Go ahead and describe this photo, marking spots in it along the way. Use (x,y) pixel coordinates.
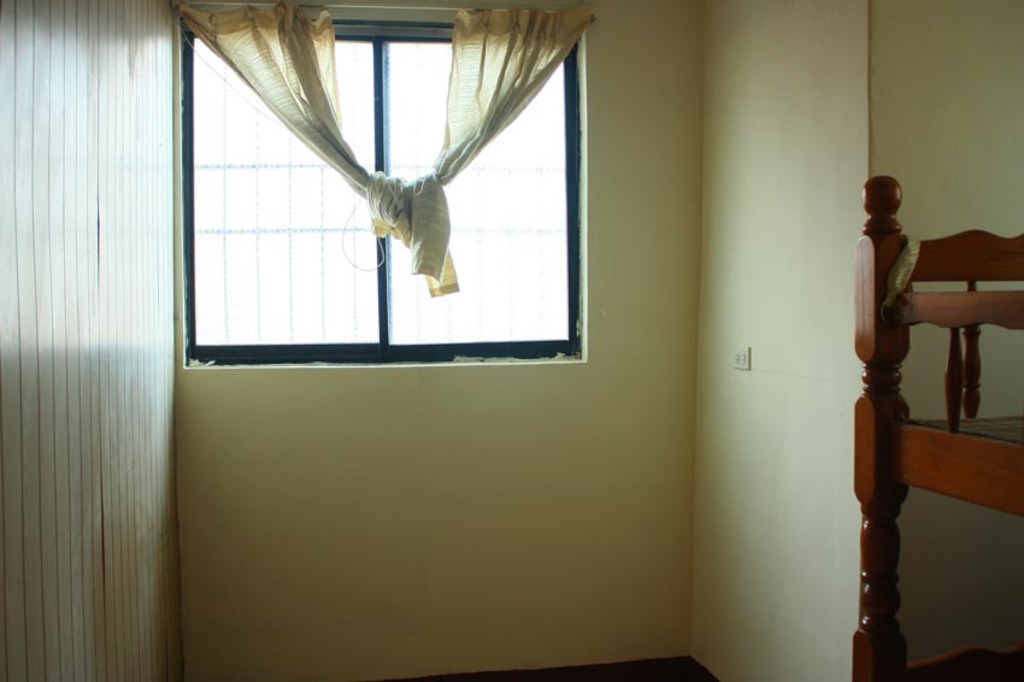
In the center of the image (365,287) there is a window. There is a wall (806,82). There is a curtain (402,218).
